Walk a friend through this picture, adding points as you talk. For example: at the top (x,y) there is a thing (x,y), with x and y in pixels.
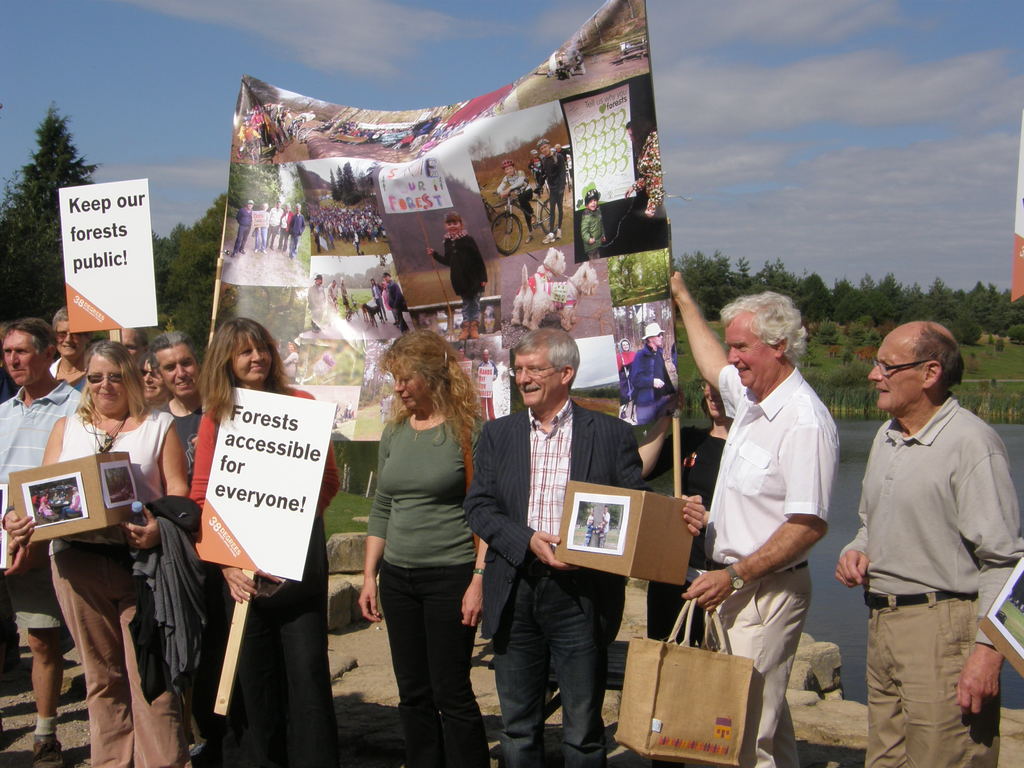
This picture shows a group of people (115,763) standing and holding placards (107,203) in their hands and couple of boxes (664,542) and we see a man (737,544) standing and holding a bag (727,651) in his hand (706,593) and a banner (594,329) on the back (664,376) and we see water (847,447) and few trees (907,294) and a blue cloudy sky (729,82).
